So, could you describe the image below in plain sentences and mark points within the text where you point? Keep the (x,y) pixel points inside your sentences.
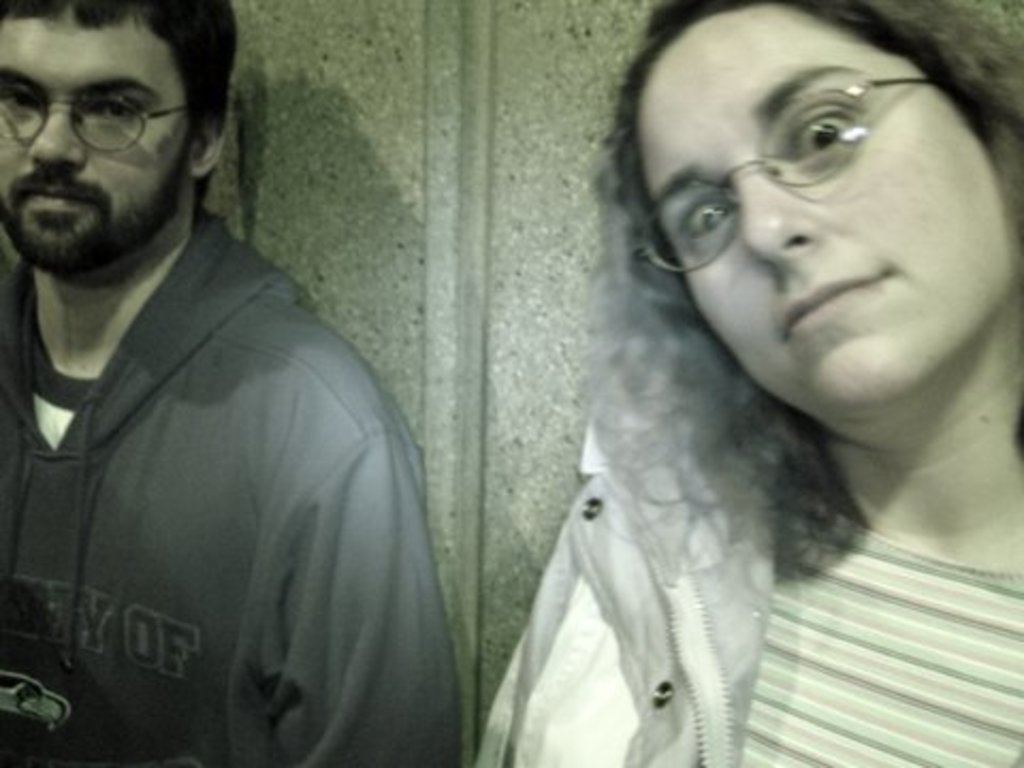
In this image, we can see a woman (757,516) and men (228,443) are watching and wearing glasses (799,184). Background (531,222) we can see a wall (482,205).
